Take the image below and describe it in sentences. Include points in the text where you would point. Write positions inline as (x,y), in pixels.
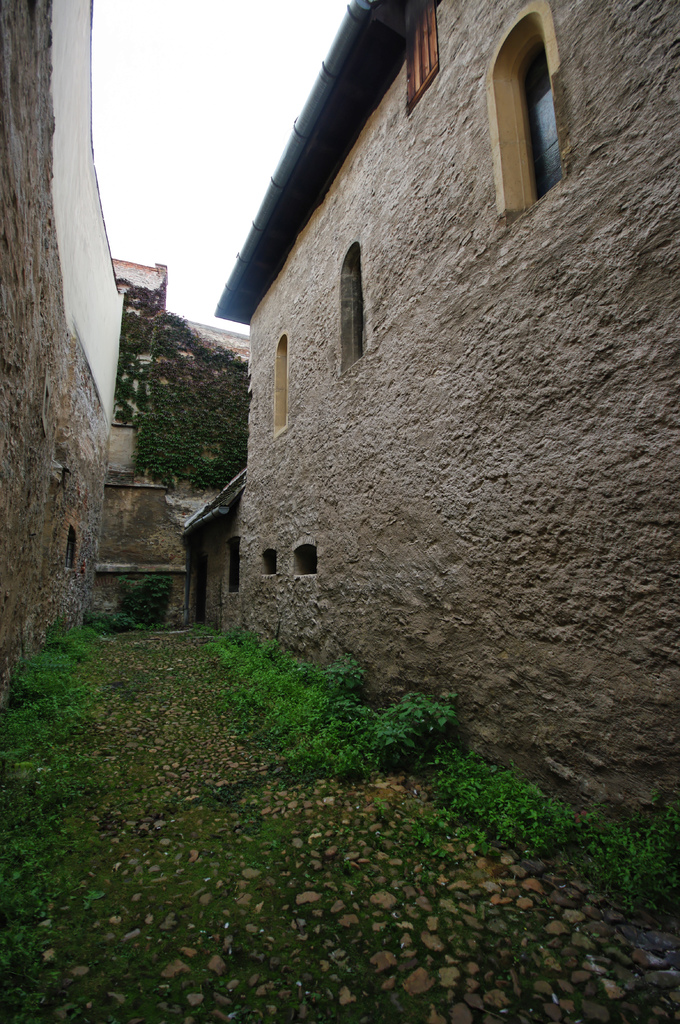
In the image we can see buildings (162,382) made up of stones (486,263) and these are the windows (347,268). We can even see there are trees (177,419), grass (299,714), stones (368,877) and white sky (184,66).
